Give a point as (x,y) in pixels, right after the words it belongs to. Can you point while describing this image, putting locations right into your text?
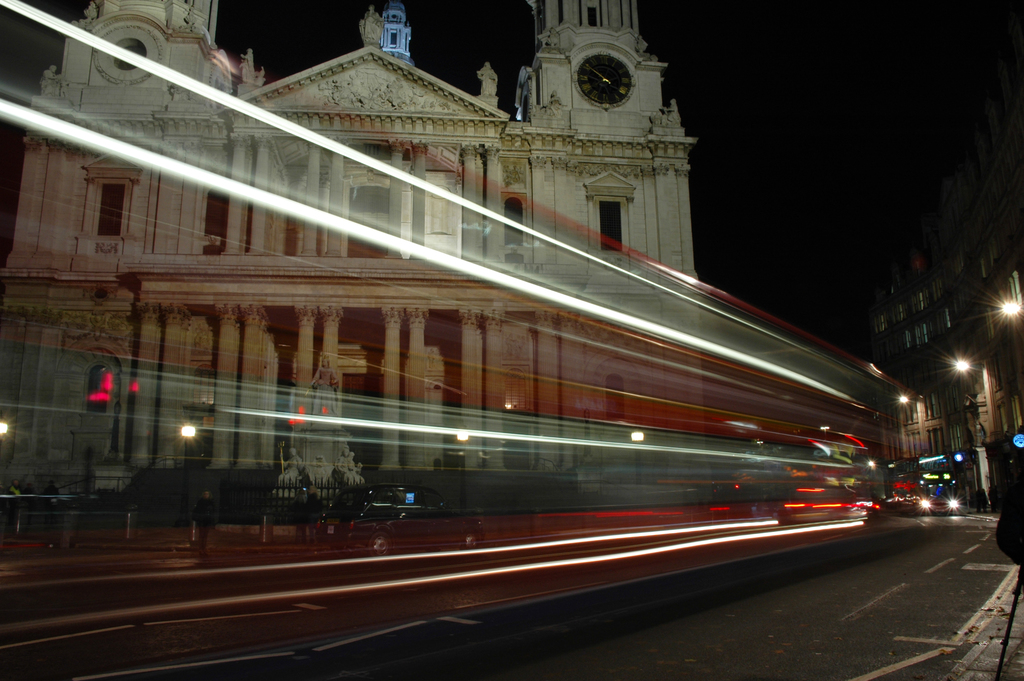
In this image we can see few buildings (985,284). There are few vehicles (379,505) in the image. There are few street lights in the image. There is a statue (326,471) in the image. We can see the dark sky (840,104) in the image. There is a clock (601,75) on the wall (546,83).
